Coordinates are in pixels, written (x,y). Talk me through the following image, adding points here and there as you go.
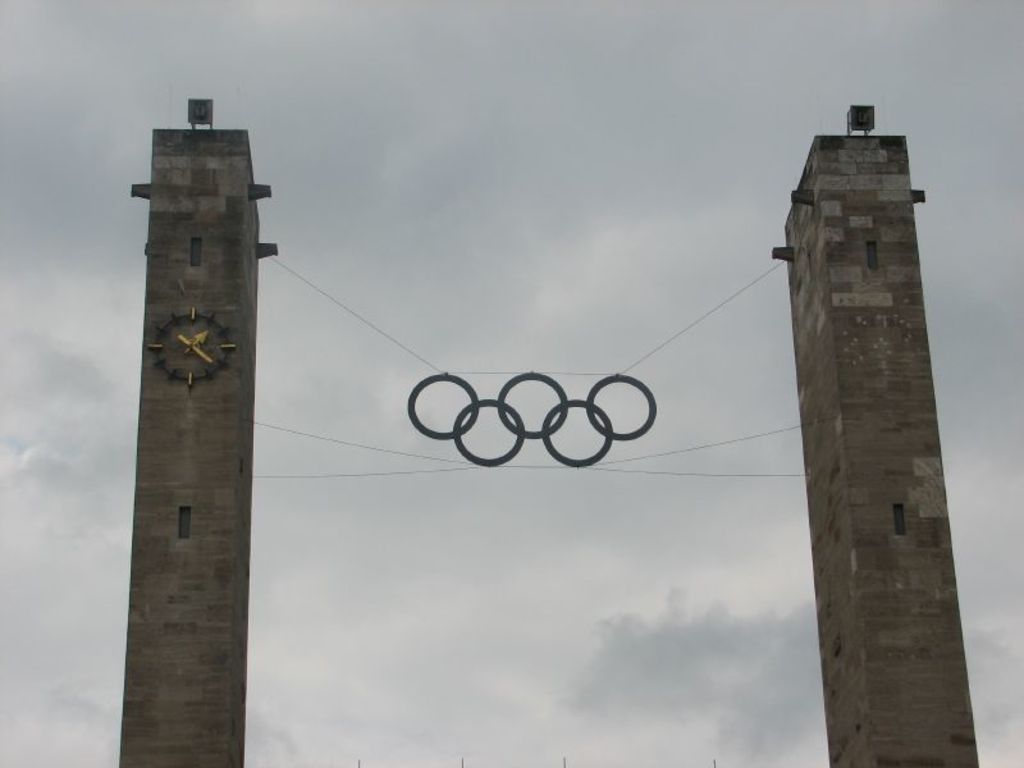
In this image we can see a sculpture (487,464) hanged to the pillars (238,536) on both the sides. In the background (353,130) we can see sky (667,116) with clouds (717,460).
